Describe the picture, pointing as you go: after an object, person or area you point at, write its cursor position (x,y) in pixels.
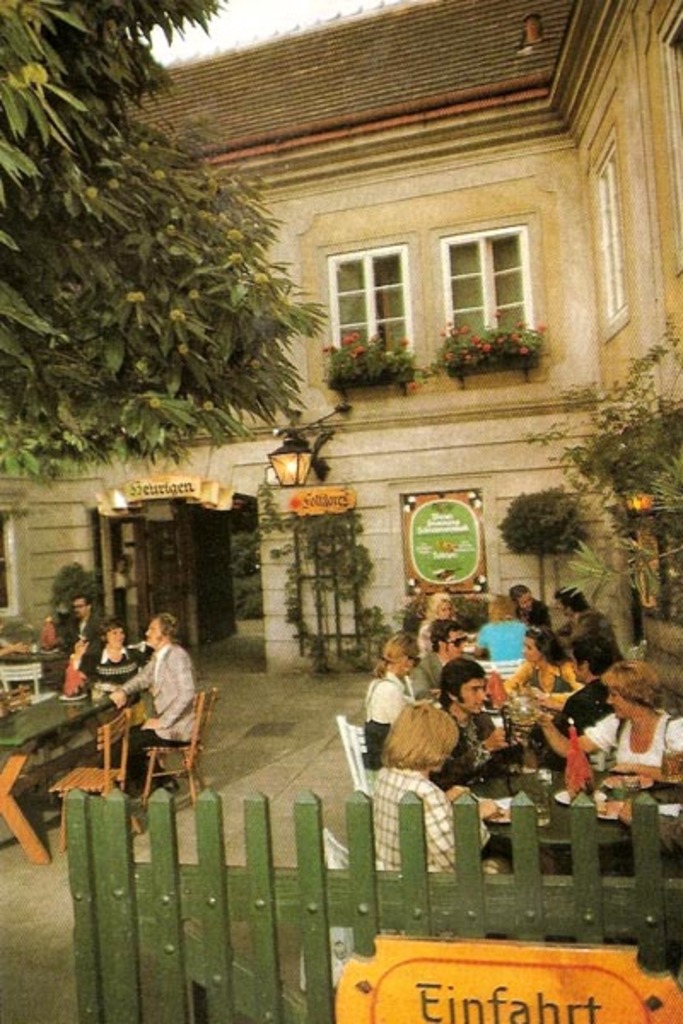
In this image there are group of people (554,673) sitting on the chairs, there are some items (21,702) on the tables (35,722), there is fence (228,1017), boards (618,1013), a house (368,451), plants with flowers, a tree (225,205), and in the background (230,27) there is sky (280,20).
